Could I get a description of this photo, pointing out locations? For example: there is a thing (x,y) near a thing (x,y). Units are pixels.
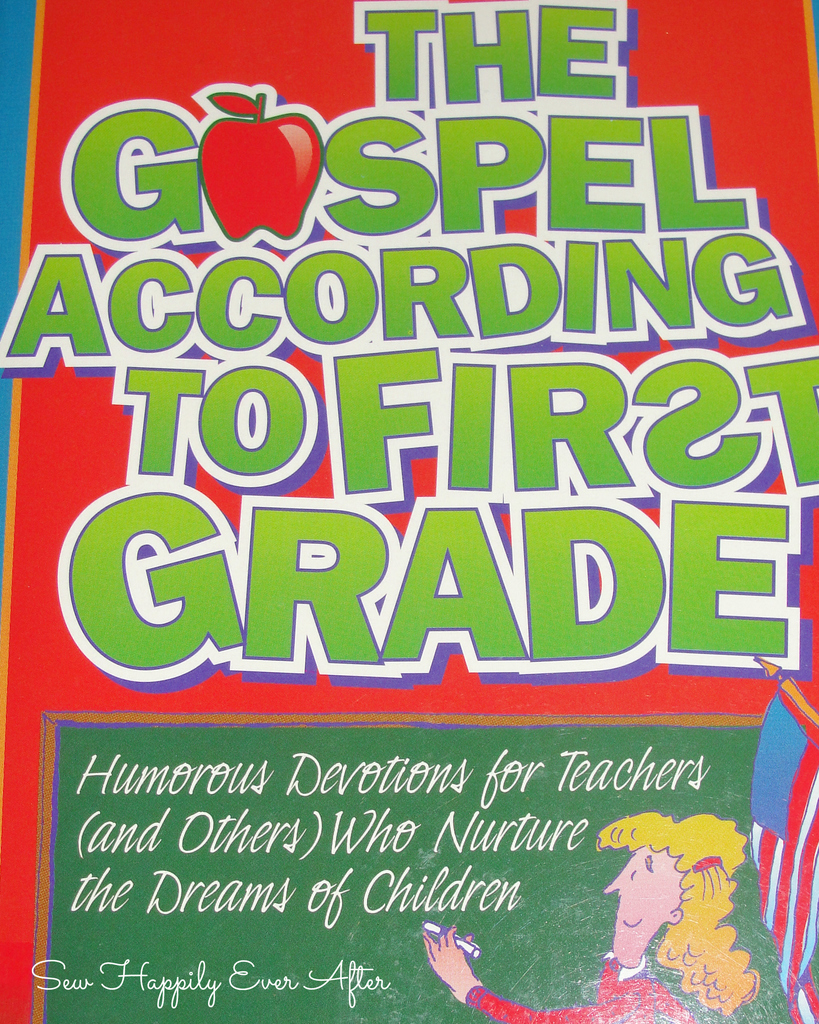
In this picture I can see there is a cover page (340,375) of a book (410,255) and there is something written on it. There is an image of a girl (684,835) writing something on the board (354,880).
